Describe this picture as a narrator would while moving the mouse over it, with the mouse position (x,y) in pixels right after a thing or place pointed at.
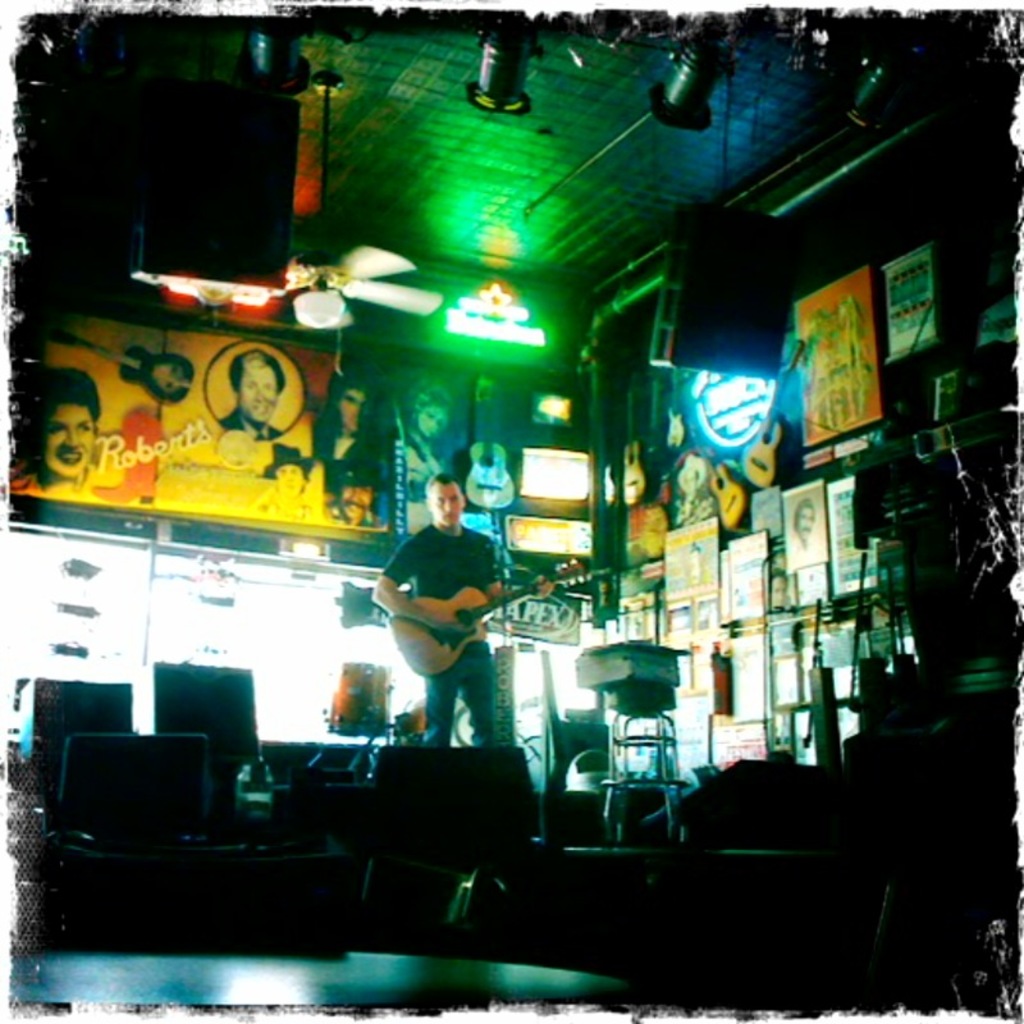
In this image I can see the person (418,576) standing and holding the guitar (445,621). To the side of the person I can see many objects (397,822). In the background (685,598) I can see many boards (704,594) and some musical instruments (495,496) to the wall (443,354). I can see some lights (314,299) and the fan (325,292) in the top (520,81).
